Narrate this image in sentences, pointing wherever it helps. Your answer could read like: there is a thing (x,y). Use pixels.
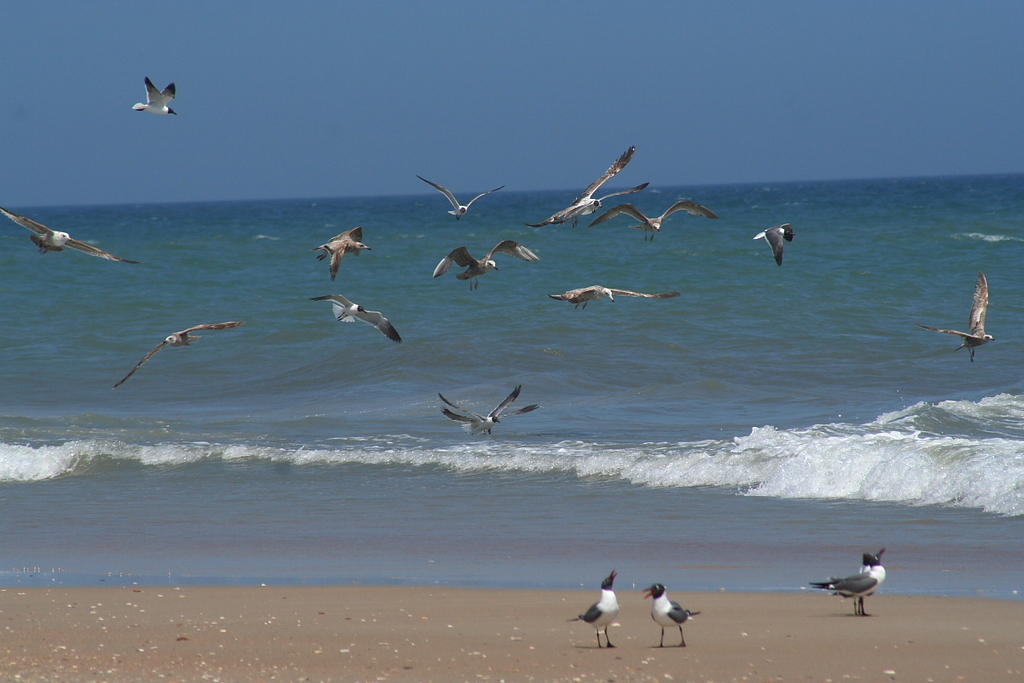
In this image there are birds (599,604) flying and standing. In the background (640,264) there is an ocean (673,260).
